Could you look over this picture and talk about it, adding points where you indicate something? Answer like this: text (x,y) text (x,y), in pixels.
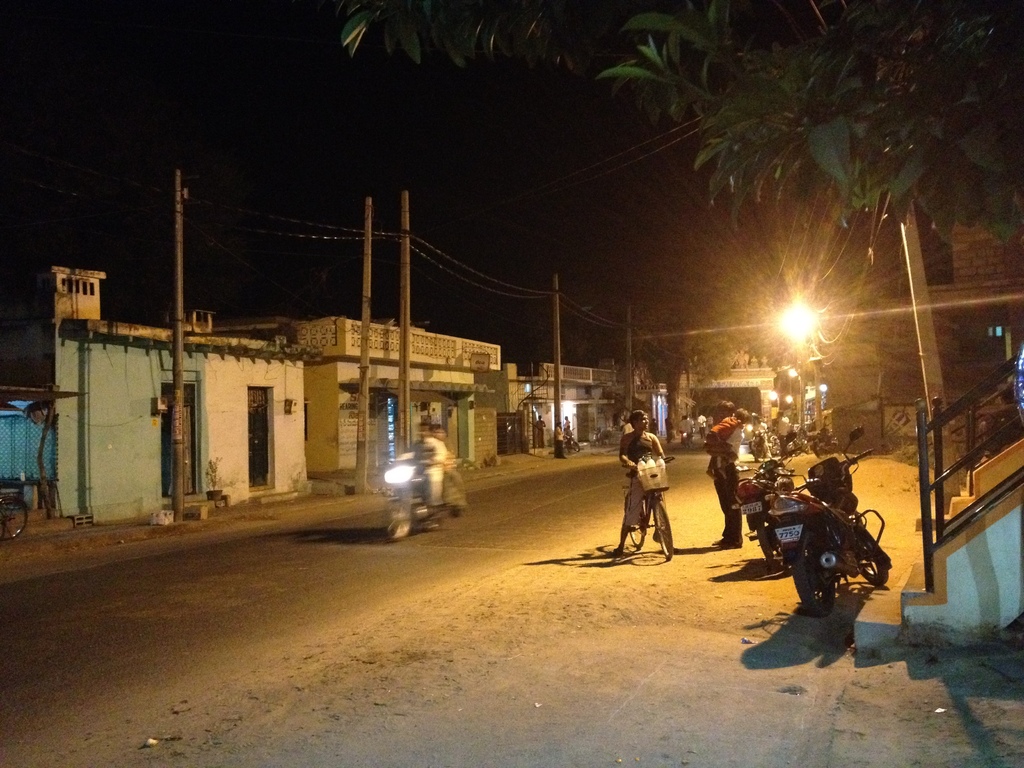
In the foreground of the picture (381,659) I can see the road (714,536) and there are vehicles (454,464) on the road (404,547). I can see a man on the bicycle (635,545) having a conversation with a man (740,437) standing on the side of the road (699,518) on the right side (726,425). I can see the motorcycles (844,468) parked on the side of the road (679,477). There are houses (352,332) on the side of the road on the left side (261,364). I can see the electric poles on the side of the road (690,465). I can see the green leaves (851,152) on the top right side of the picture (964,103).
